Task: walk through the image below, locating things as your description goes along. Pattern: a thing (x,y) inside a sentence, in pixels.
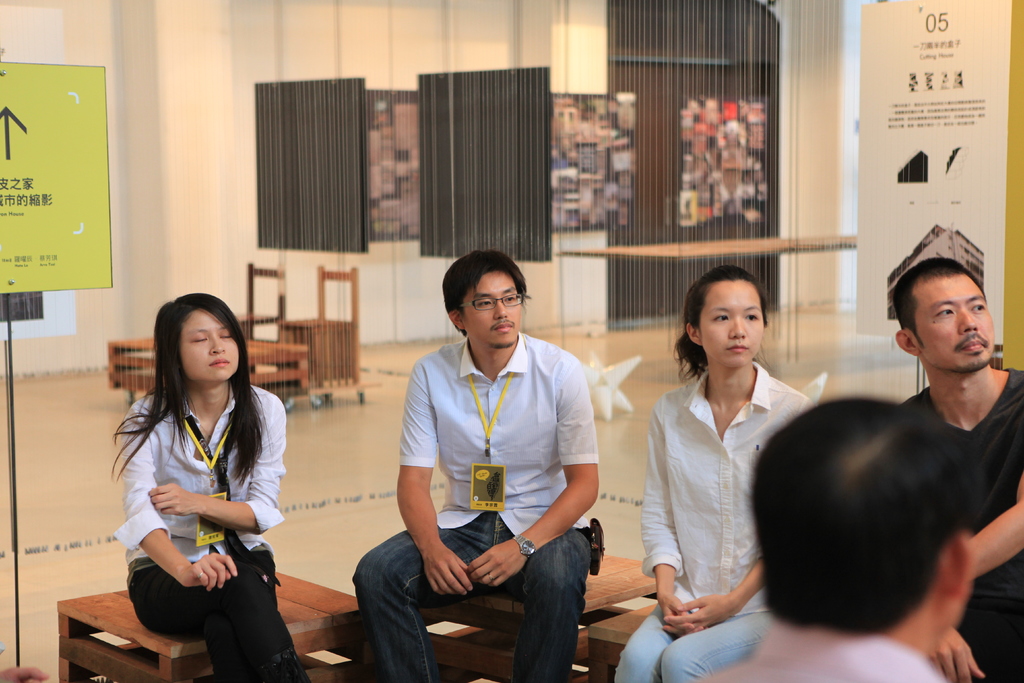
In this image, we can see a group of people (791,530). Few (657,533) are sitting. Background (107,326) we can see poster (1002,261), chair (309,333), table (263,376), wall (93,327) and few objects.
